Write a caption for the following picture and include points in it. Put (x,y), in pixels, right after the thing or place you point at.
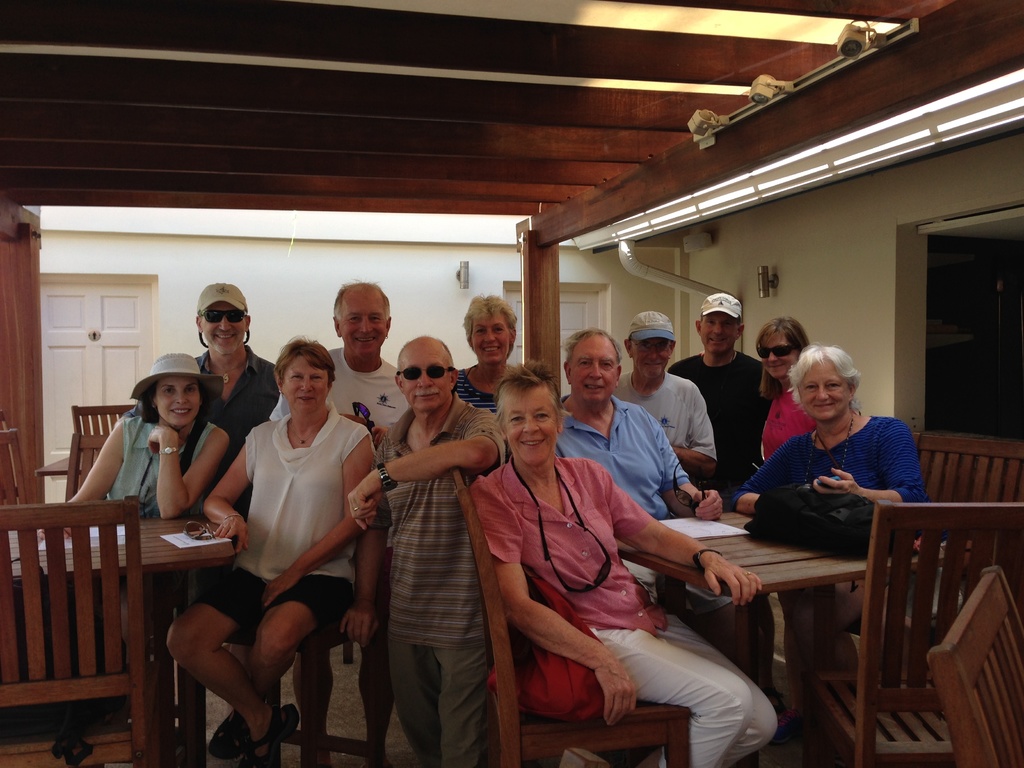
in a room (745,590) there are 2 wooden tables (95,568). and wooden chairs (888,578). 5 people (512,571) are sitting on the chairs (874,538) and other people (449,427) are standing behind them. the person (643,637) at the front (655,619) is wearing pink shirt (517,543), white pant (697,666) and a red bag (561,680) is kept on her chair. right to her a person (877,456) is sitting wearing a blue shirt (879,454). in front of her there is a black bag (798,524) on the table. at the left (291,417) a person (287,472) is sitting wearing white shirt (289,539) left to her a person (156,477) is sitting wearing green shirt (129,467) and a hat (188,373). on the table (163,526) there is a paper (194,543) and goggles (201,528). behind them 6 people (671,351) are standing. at the back (489,293) there is a white wall (241,278) and 2 white doors (92,370). at the right (865,293) there is a wall (882,290) and open at the front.
